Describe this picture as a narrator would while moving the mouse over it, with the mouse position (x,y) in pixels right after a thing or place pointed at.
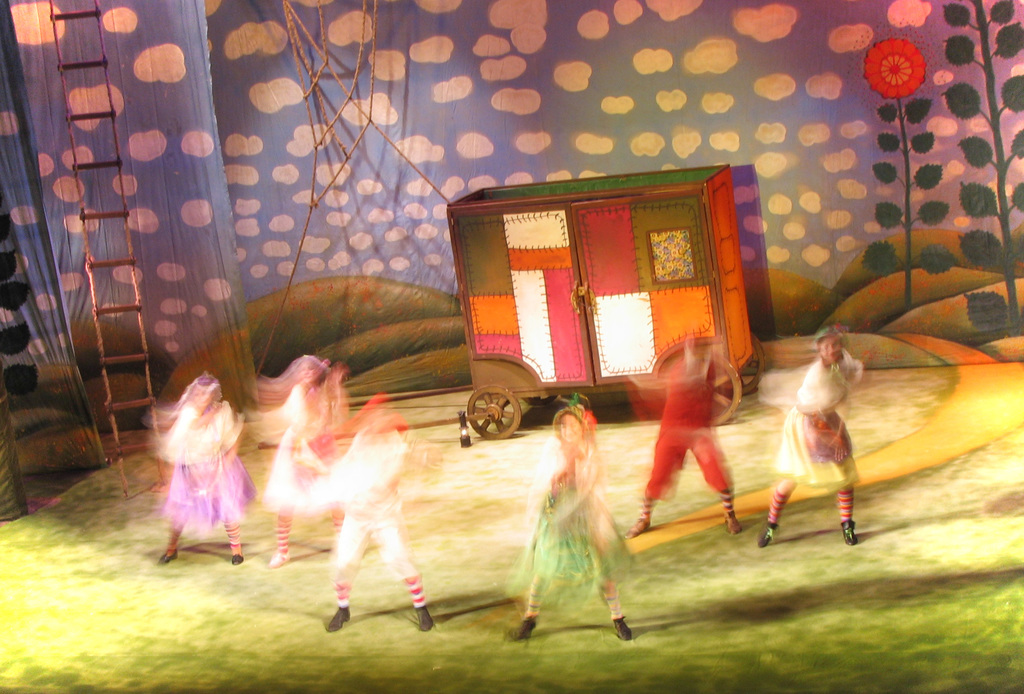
In the foreground of this image (381,493), there are persons (576,553) blurred are dancing on the floor (183,636). In the background (116,311), there is a ladder (86,183), banners (247,229), ropes (369,113) and a cart (564,303).
